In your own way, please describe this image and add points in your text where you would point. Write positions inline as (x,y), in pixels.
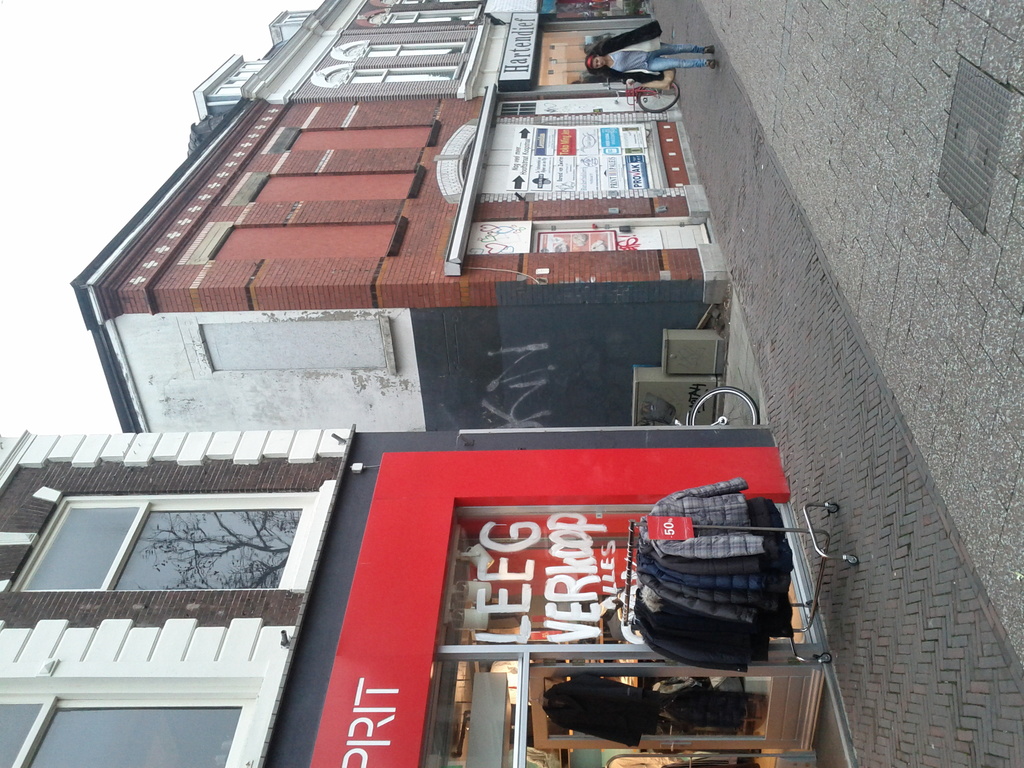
In this image we can see a woman (630,52) standing on the ground (843,387), group of clothes (737,582) placed on stands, group of buildings (582,514) with windows (136,706), sign boards (559,237) with text (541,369), bicycle (713,399) placed on the ground (744,343). In the background (692,380), we can see some boxes (679,382) and the sky (93,179).
